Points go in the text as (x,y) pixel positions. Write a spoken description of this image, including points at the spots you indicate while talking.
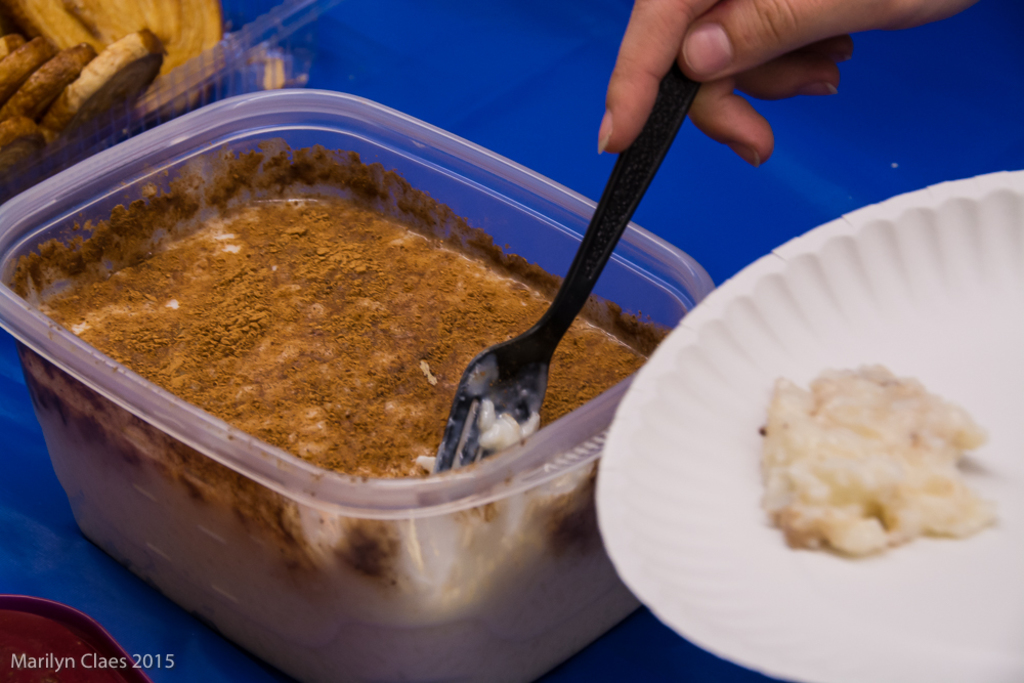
In this image we can see a person (641,109) holding a fork (514,357). There is a plate (718,501) with food item (784,468). And there is a bowl (330,496) with a food item (337,355). And there is a box (167,86) with some items (19,109). And there is a blue surface (464,123). In the left bottom corner (85,656) there is a watermark (106,657).
